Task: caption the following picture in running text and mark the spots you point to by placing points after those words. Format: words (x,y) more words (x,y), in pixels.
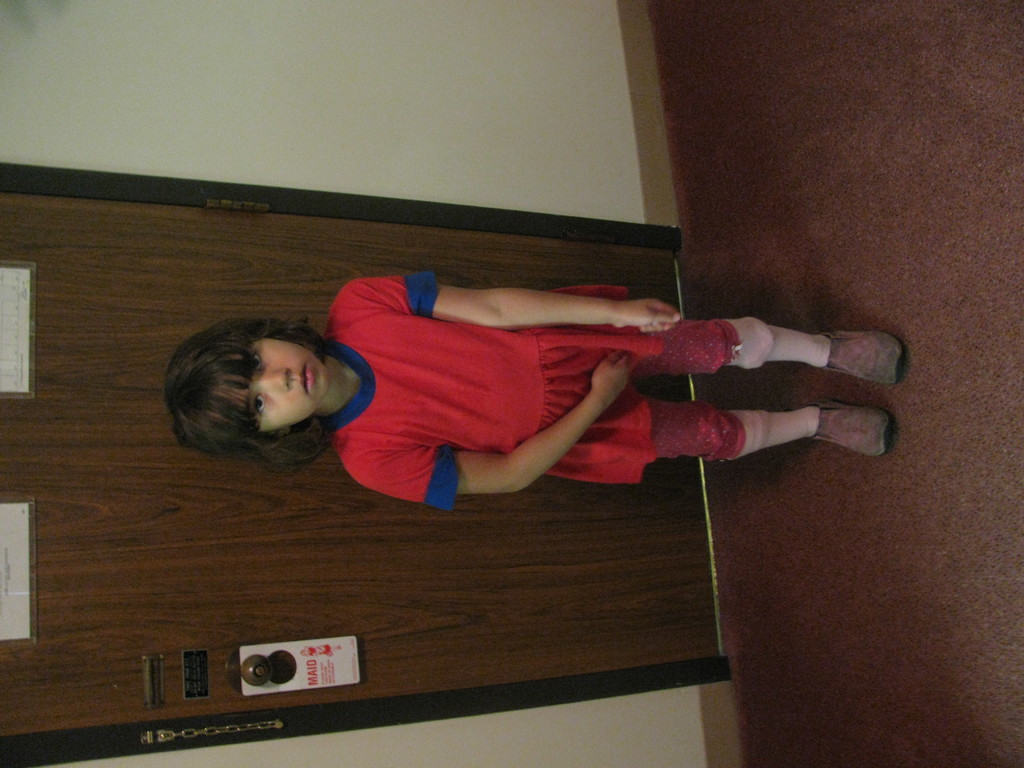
In this picture we can observe a girl (423,431) standing, wearing red color dress (450,372). Behind the dress (467,361) there is a brown color door (119,509). We can observe a wall (380,101) in the background (503,143). The girl (391,354) is standing on the brown color floor (906,265).
